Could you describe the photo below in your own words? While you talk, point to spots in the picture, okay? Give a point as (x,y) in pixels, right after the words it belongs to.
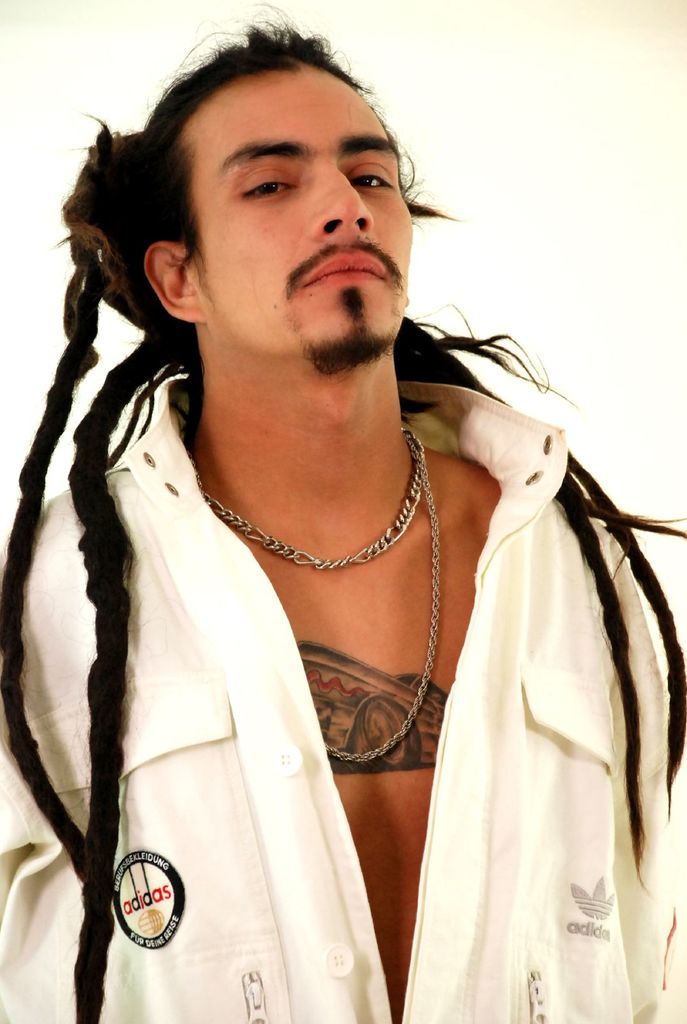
In this image we can see a man (344,487) is standing, he is wearing the white color shirt (176,635), here is the tattoo (396,714) on his body (370,614).
